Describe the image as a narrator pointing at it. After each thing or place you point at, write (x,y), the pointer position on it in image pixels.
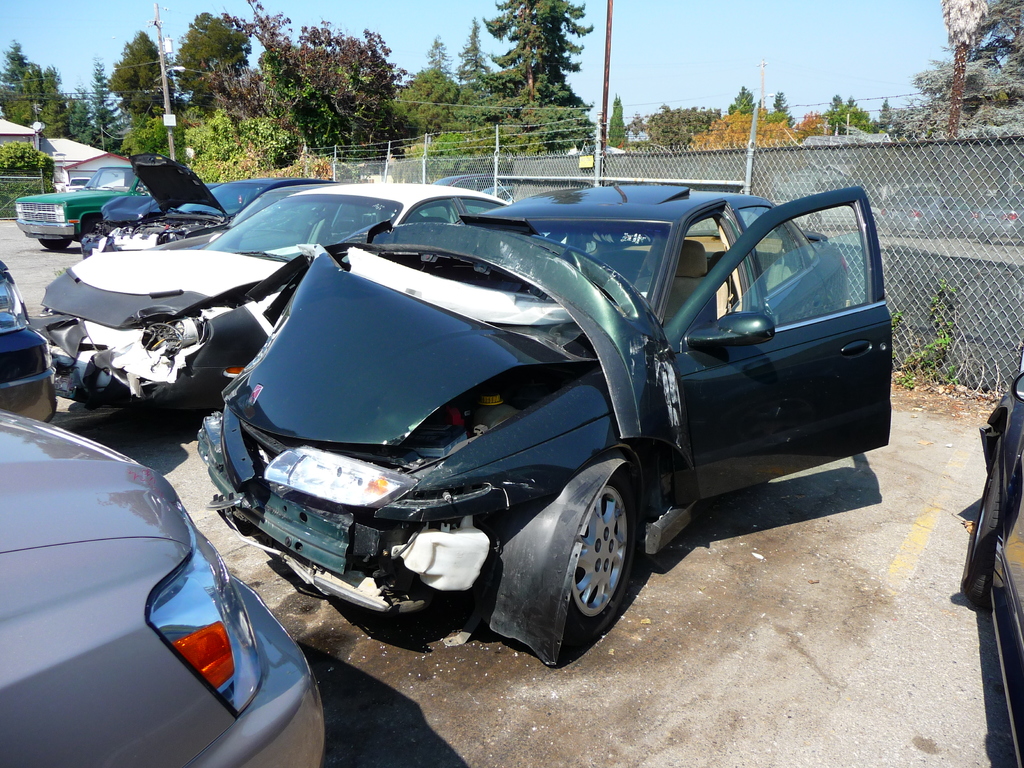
In this image I can see few vehicles (277,689), in front (421,370) the vehicle (439,306) is in black color. Background (410,3) I can see trees (95,99) in green color and the sky (459,35) is in blue color.
